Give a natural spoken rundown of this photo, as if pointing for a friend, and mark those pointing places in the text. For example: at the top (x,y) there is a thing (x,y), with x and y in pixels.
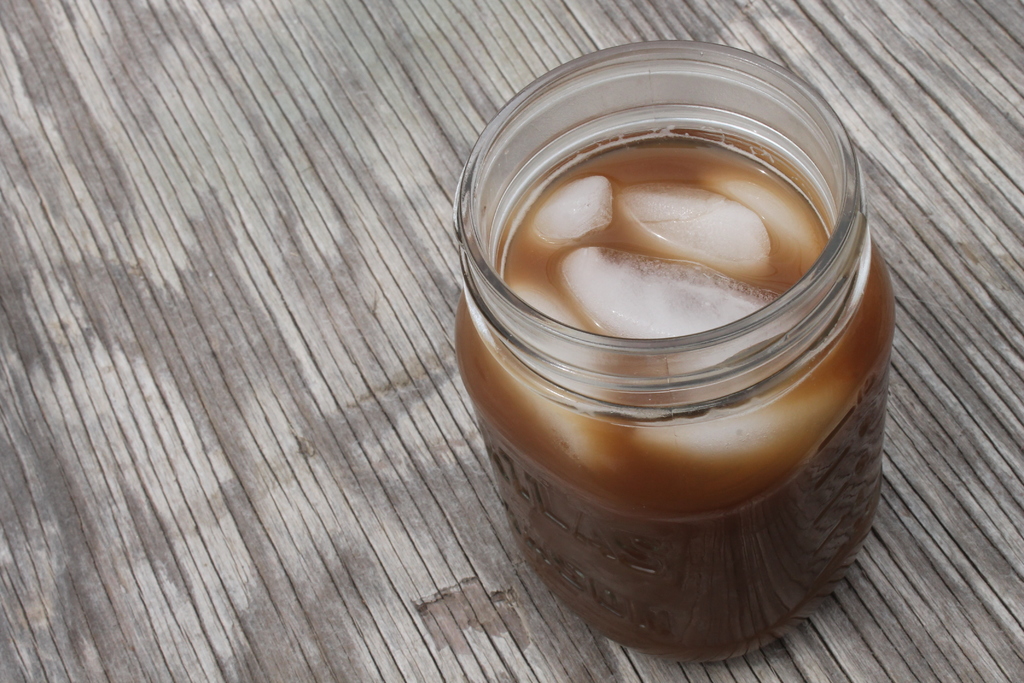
In this image I can see a jar (600,450) and in it I can see few ice pieces (673,211). I can also see brown colour thing (686,158) in it.
